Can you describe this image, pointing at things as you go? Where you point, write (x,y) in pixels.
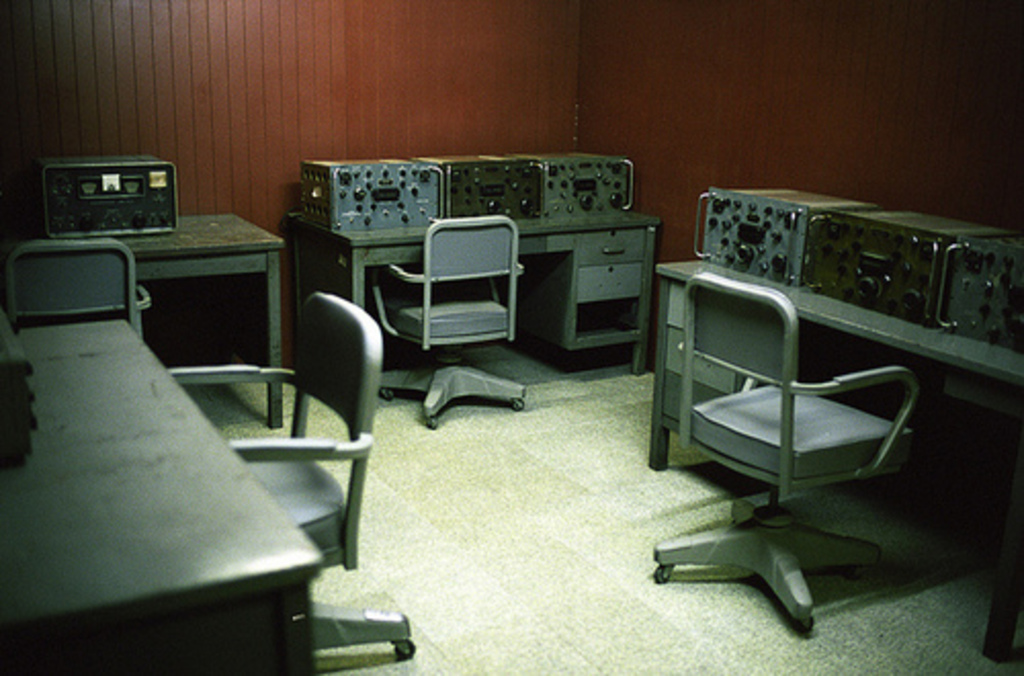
In the picture there are some equipment (368,216) kept on the tables (208,252) and in front of each table (191,474) there is a chair (298,392).
